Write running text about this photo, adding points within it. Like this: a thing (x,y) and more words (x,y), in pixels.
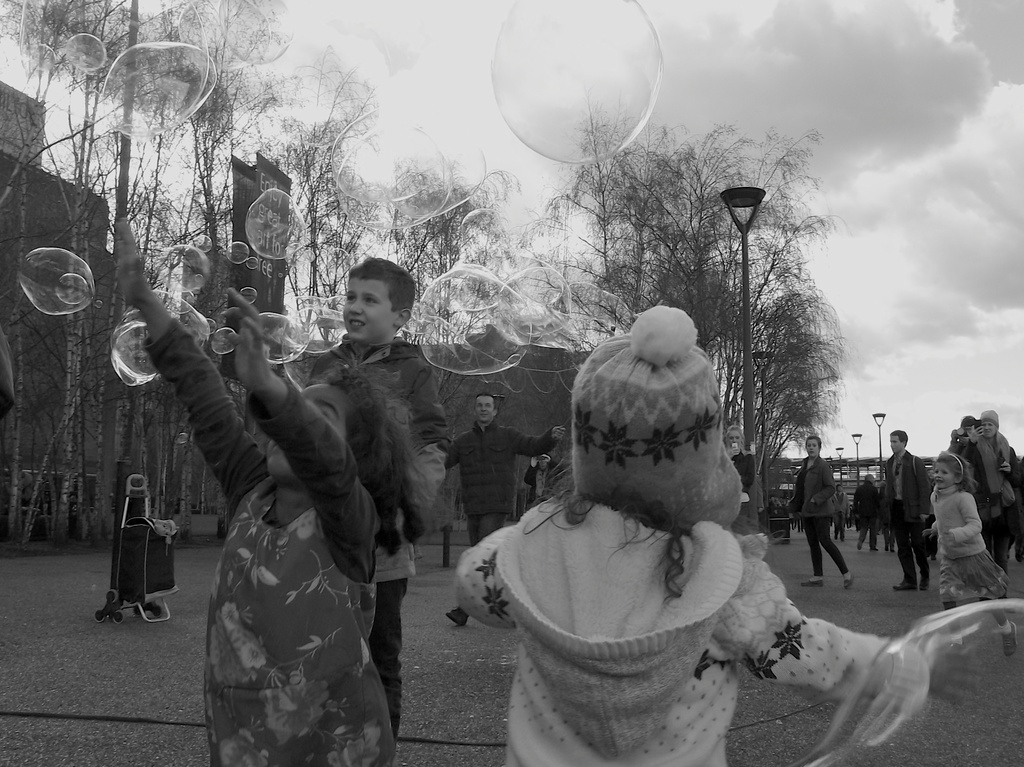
In this picture we can see group of people (472,468), few are standing and few are walking, in the background (858,463) we can see bubbles (307,335), trees (215,122), poles (747,254), lights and clouds (828,179), on the left side of the image (147,606) we can see a bag (161,538), and it is a black and white photography.
